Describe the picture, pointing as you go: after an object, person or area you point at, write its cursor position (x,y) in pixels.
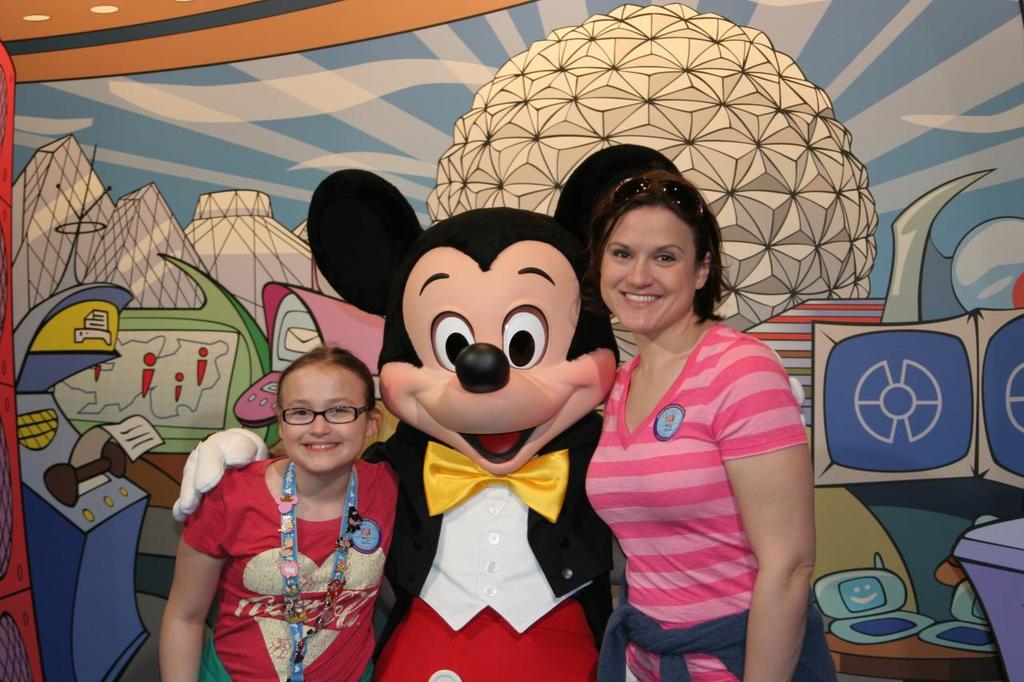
In this picture we can see three people (432,433) and the middle person (448,380) wore costumes (448,380), behind them we can see painting (809,338).
